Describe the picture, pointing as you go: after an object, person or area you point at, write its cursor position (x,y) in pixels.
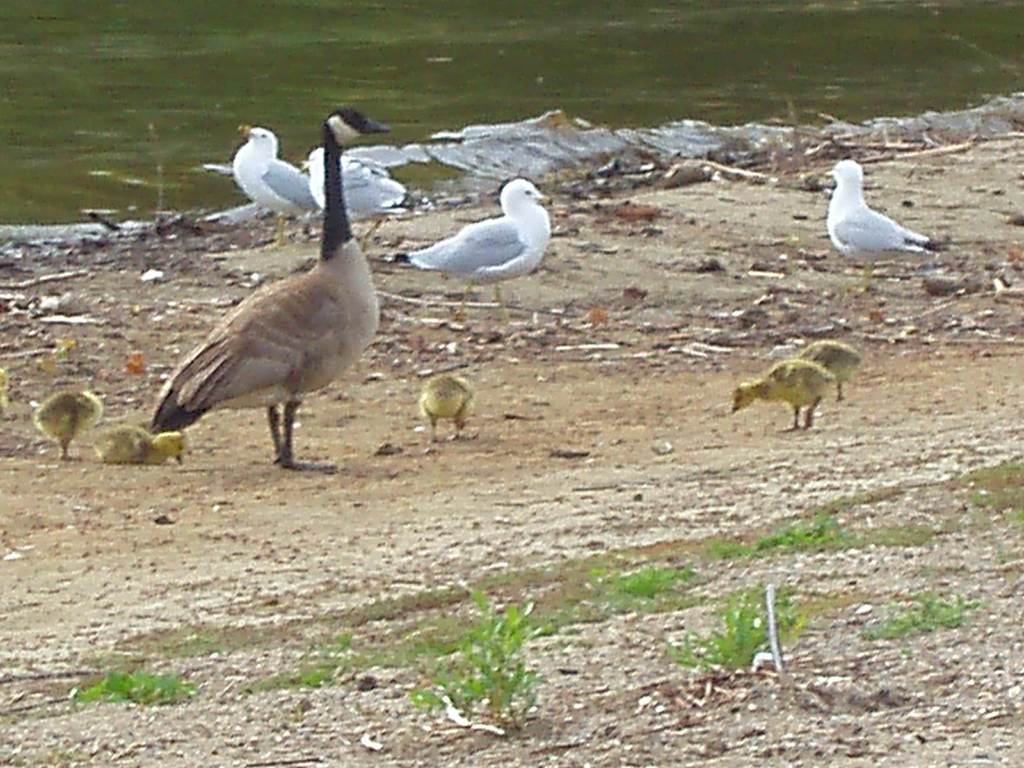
In this image in the center (352,276) there are some birds (352,224), at the bottom (467,682) there is sand (596,472) and grass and in the background (193,132) there is a lake (154,121).
